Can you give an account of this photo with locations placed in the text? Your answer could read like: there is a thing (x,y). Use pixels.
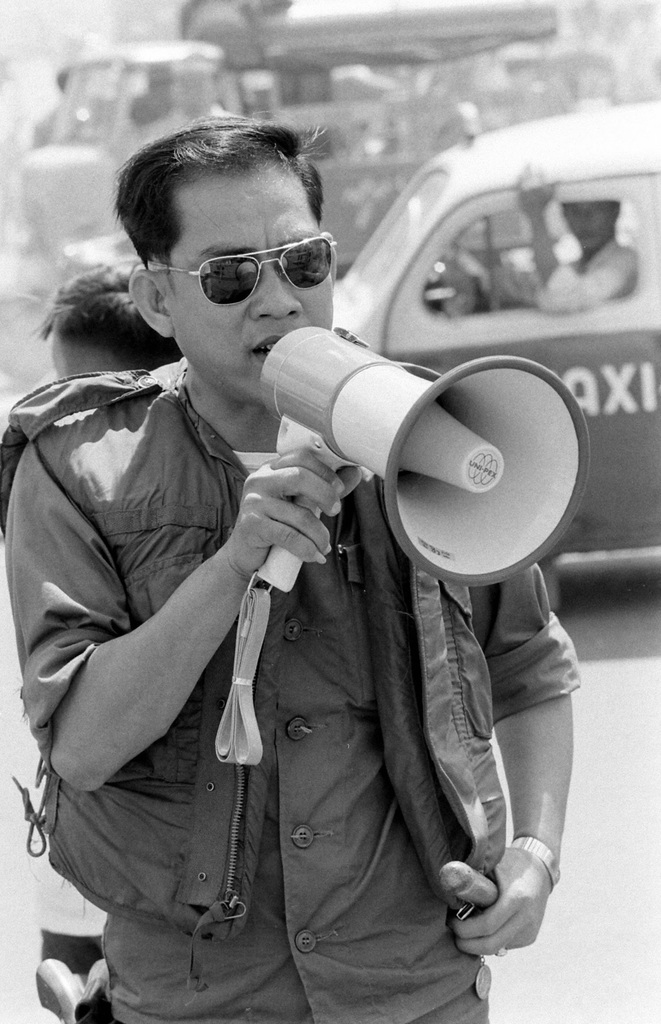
In this picture we can see a man (183,927) wearing a jacket (145,468) and holding a loudspeaker (486,382) with his hand (338,503) and in the background (620,147) we can see a car (639,174) on the road (639,632) with a man (621,288) inside it.
